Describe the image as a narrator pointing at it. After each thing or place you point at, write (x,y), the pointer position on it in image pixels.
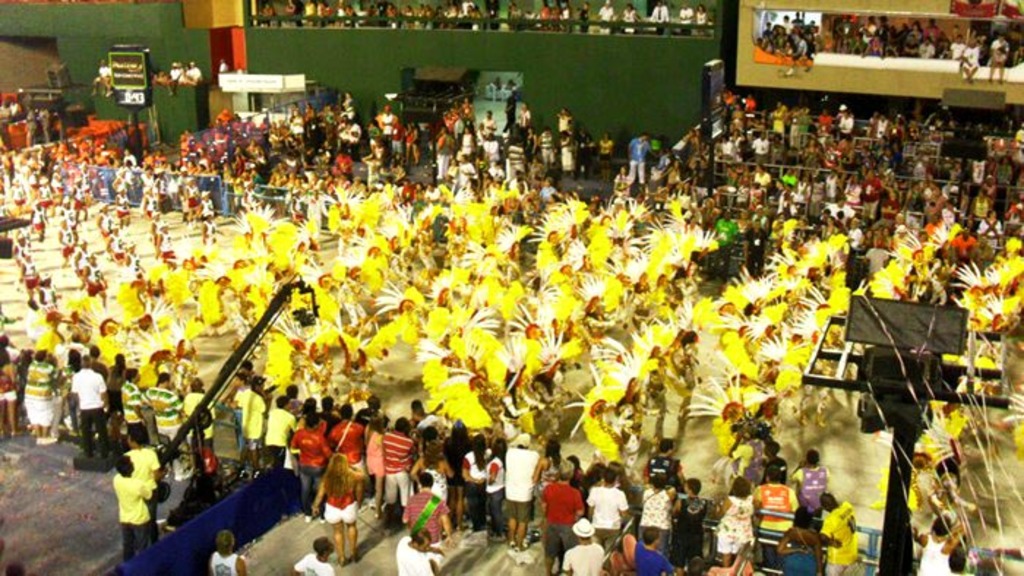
This picture is taken in a stadium (386,317). In the center (492,298), there are some people (504,374) wearing yellow costumes (623,381). Around them there are people (723,184) watching them. At the bottom left (207,490) there is a camera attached to the small crane (271,317). Towards the right bottom (873,419) there is a pole (939,381).
